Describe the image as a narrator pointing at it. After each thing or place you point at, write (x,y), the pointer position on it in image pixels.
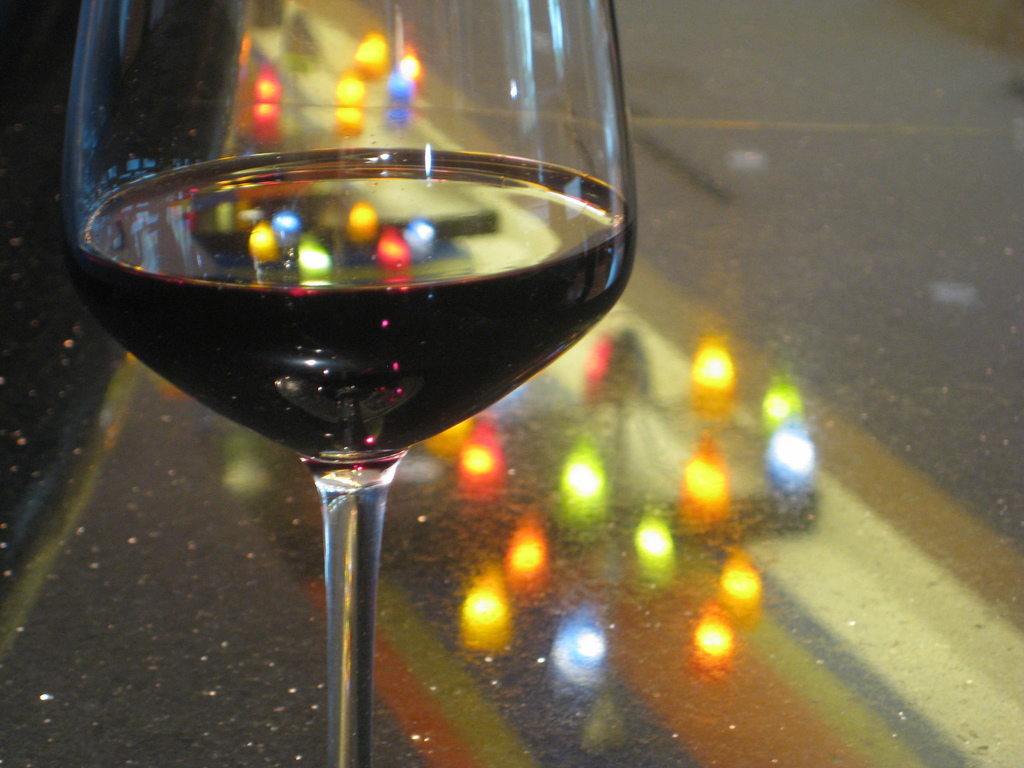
In this image, we can see a glass (465,48) and we can see the reflection (660,579) of the lights (780,402) on the glass (477,287).
